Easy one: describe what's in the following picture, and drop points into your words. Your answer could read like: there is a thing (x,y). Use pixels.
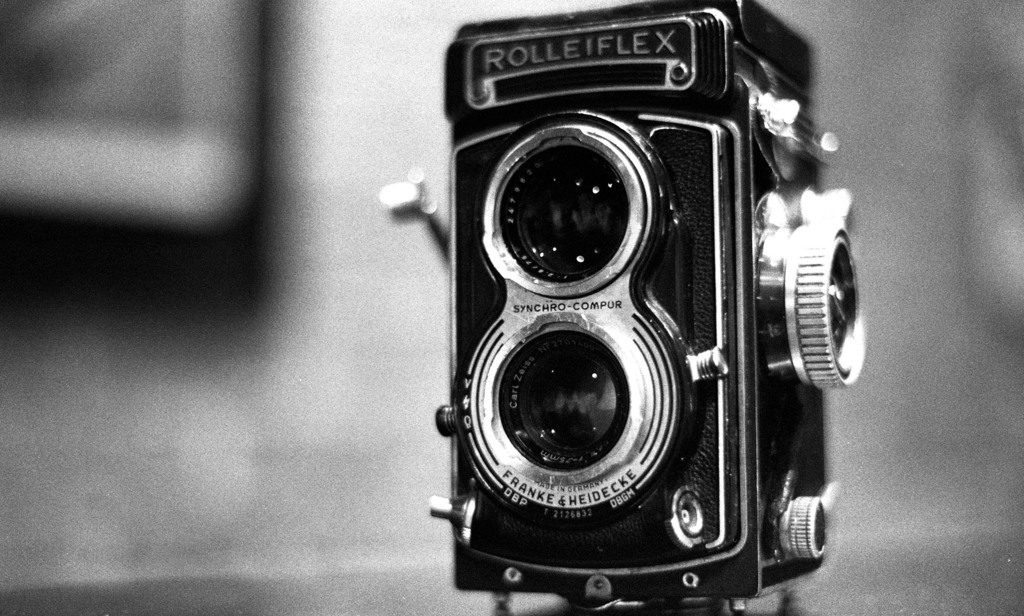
This is black and white image where we can see a camera (784,327) with some text (591,46) written on it. The background (309,394) is blurry.
